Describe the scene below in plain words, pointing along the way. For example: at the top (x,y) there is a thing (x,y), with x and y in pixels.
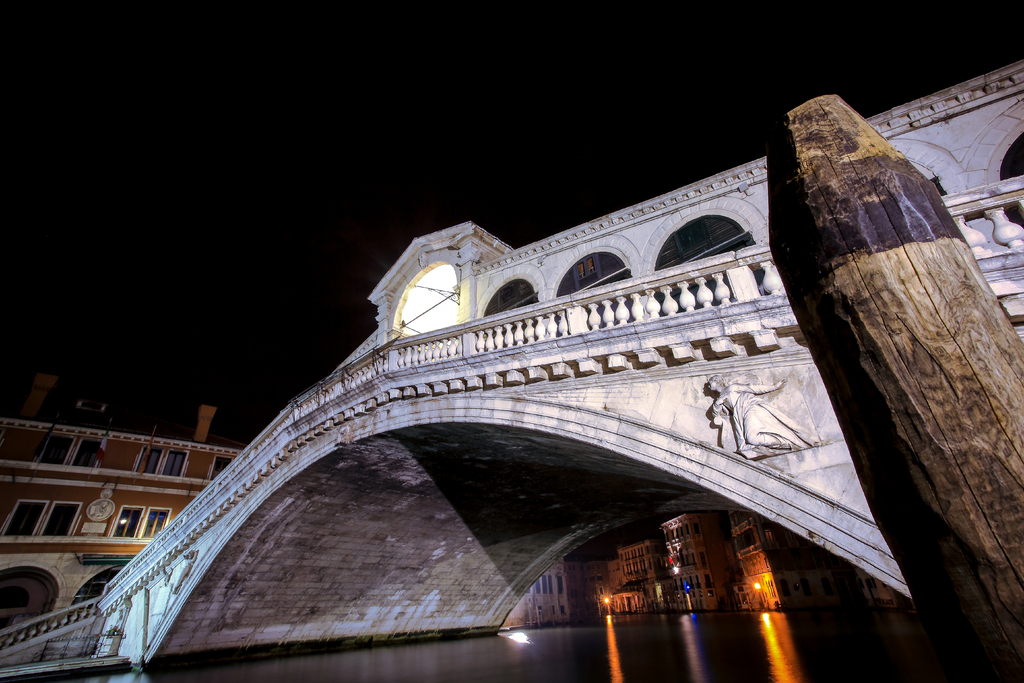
In the picture I can see a wooden pole (940,329) on the right side of the image (1005,548), we can see bridge (519,541), water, buildings (691,537), lights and the dark sky (255,197) in the background (53,367).
